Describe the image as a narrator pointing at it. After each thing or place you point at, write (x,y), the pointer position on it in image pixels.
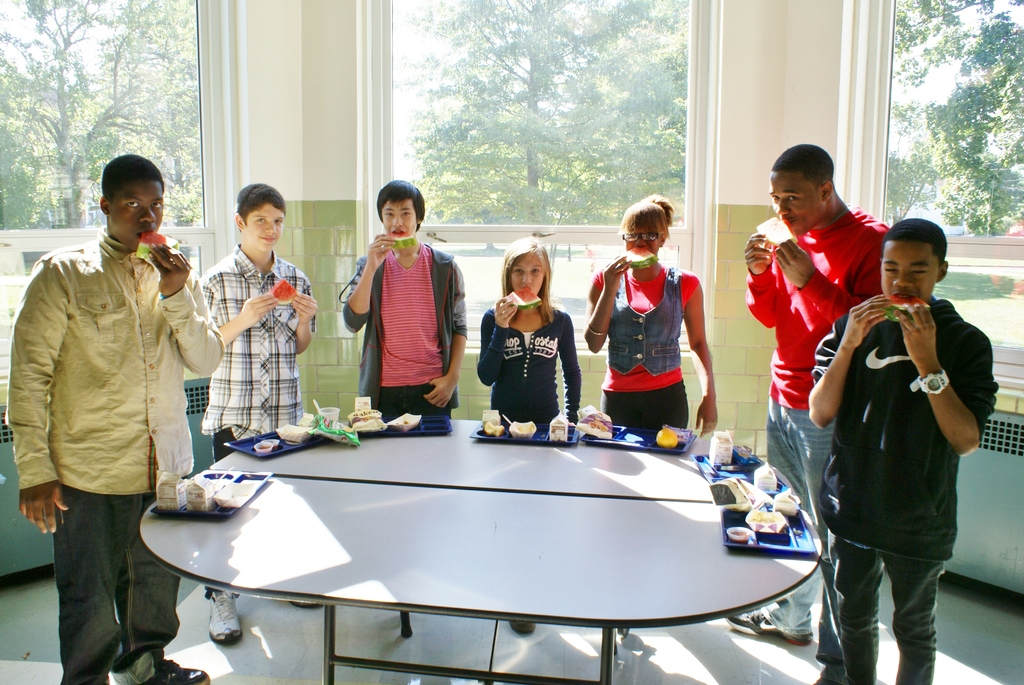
As we can see in the image there are trees (106,72), window (399,96) and few people (104,287) standing over here and there is a table (468,535). On table (296,538) there are plates (237,505), glasses (330,419) and food items (730,500).
